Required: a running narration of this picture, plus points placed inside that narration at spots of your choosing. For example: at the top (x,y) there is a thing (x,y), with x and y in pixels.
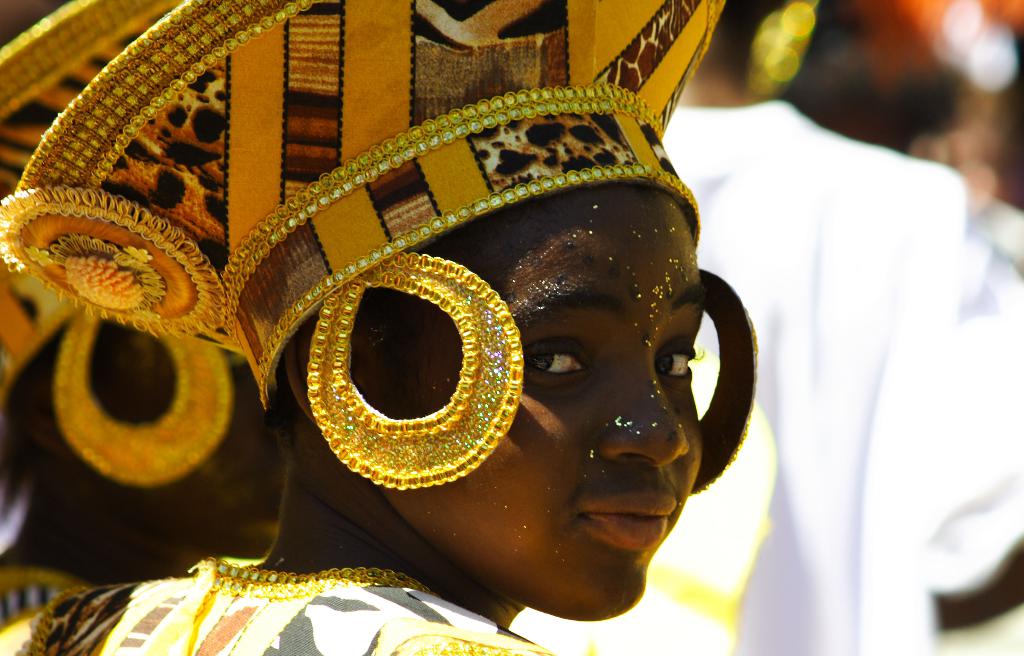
In the center of the image (523,382) we can see one person (512,541) with a different costume (327,402). In the background (923,225), we can see it is blurred.
